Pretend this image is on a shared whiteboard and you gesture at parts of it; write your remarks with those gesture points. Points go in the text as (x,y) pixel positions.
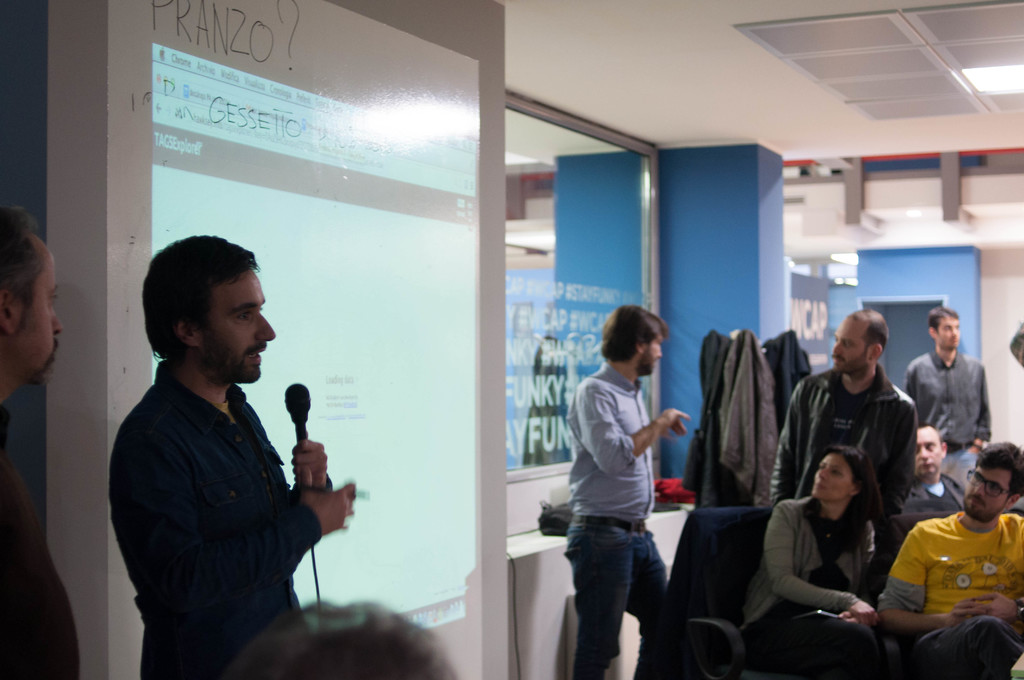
This is a picture taken in a office (556,295), in this office (666,356) there are group of people (967,551) sitting and some are standing. A man (314,496) in blue shirt (231,478) holding a microphone (294,415), Background of this man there is a screen (379,285). On the right side of the man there is a window (594,220) and also a wall (672,245) in blue color.
